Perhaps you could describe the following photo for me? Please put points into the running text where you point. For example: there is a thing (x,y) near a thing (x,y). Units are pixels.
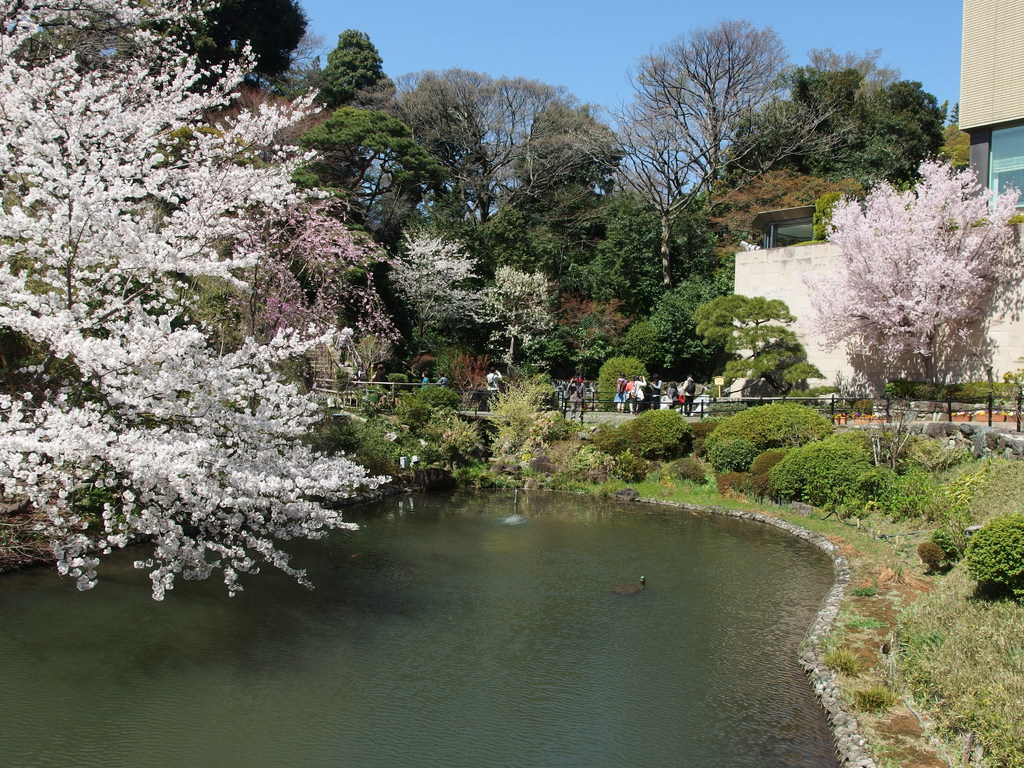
In this image there is a lake (683,625) beside that there are trees (720,274), plants (893,497), building (800,226) and also there is a road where so many people (684,390) are standing.
